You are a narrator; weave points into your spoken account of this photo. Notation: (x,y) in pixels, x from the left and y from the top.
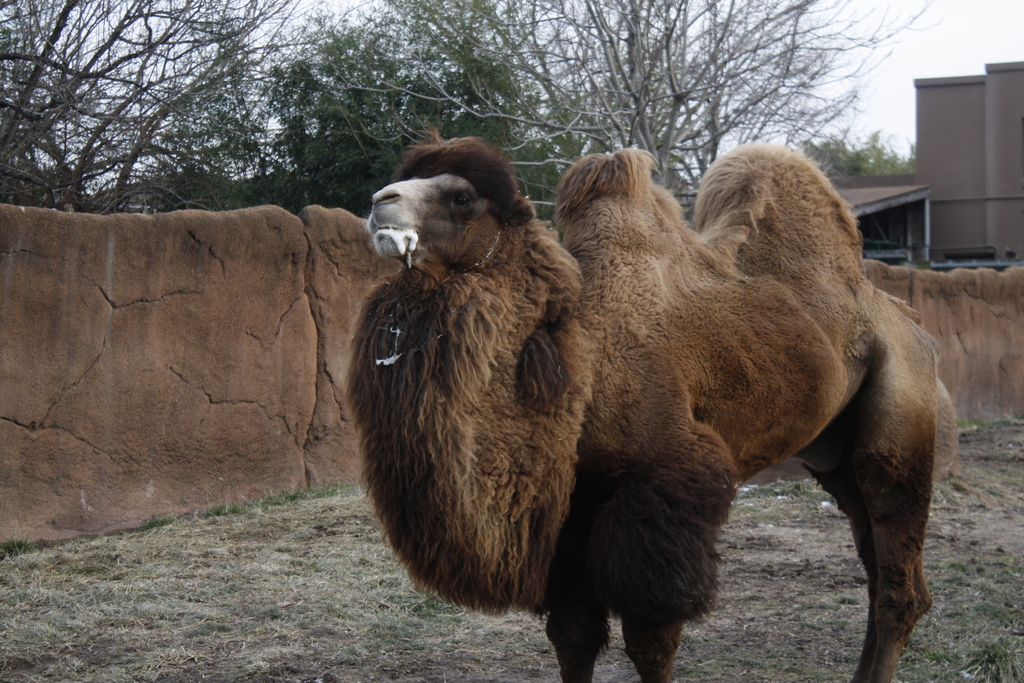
In this image I can see an animal (508,196) which is in brown color. Background (983,145) I can see a building (964,124) in brown color, trees (419,113) in green color and sky (867,94) in white color.
